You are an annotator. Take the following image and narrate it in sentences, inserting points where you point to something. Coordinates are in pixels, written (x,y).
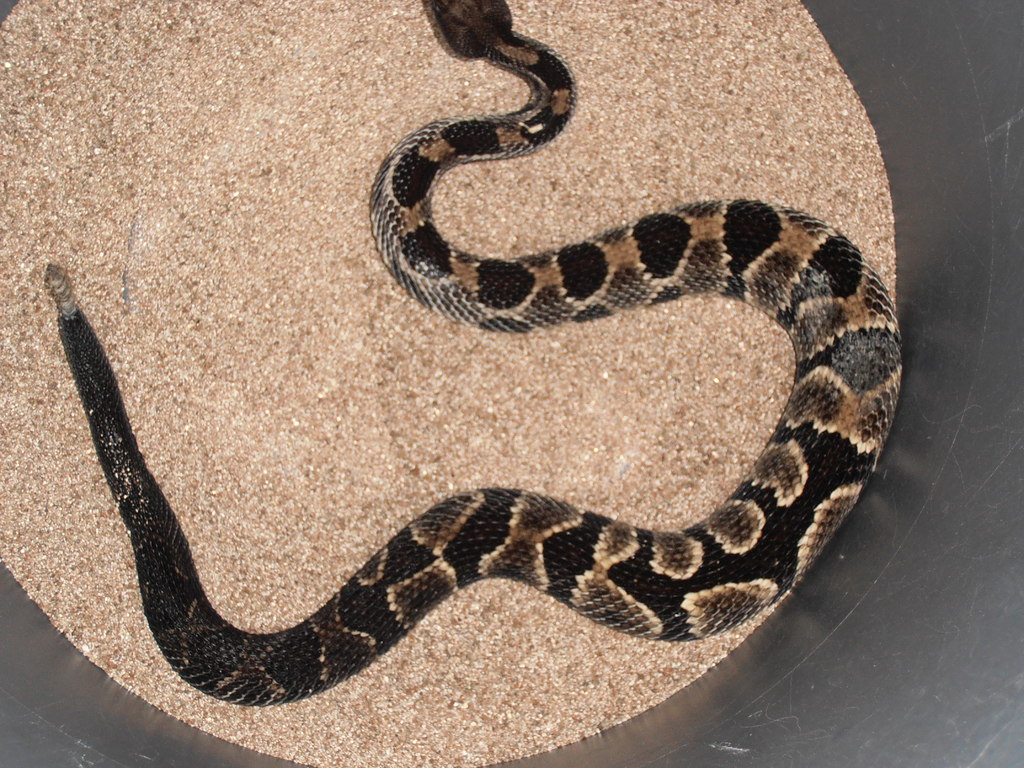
In this image we can see a snake (473,317) on the surface (531,357).
